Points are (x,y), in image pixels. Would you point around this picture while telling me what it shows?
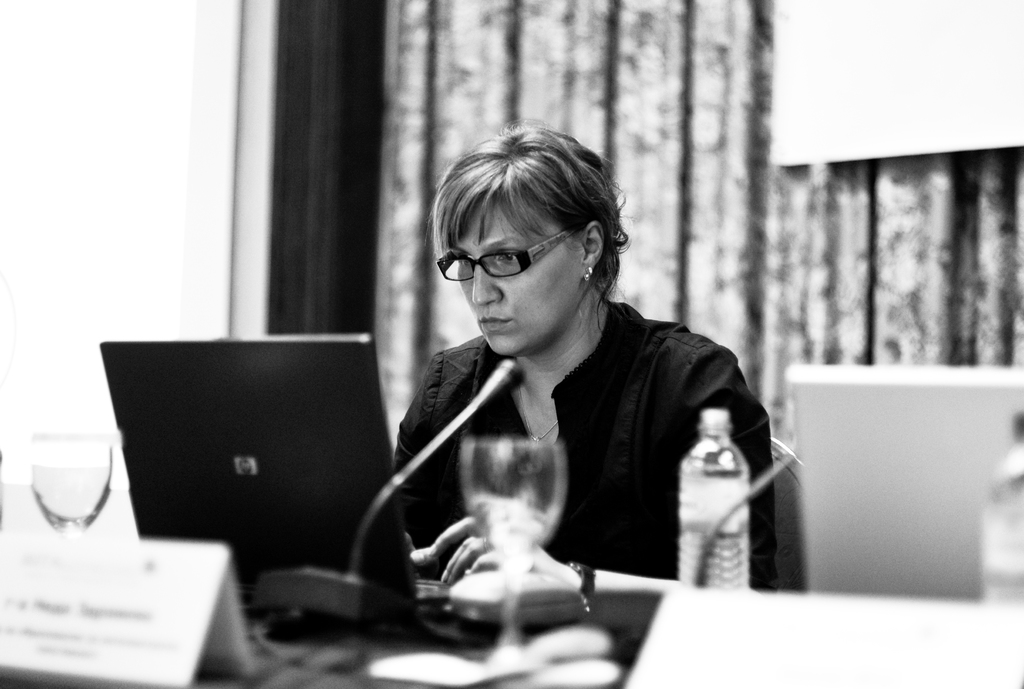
In this image a lady (566,411) is sitting on chair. In front of her on a table (616,612) there are mics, laptop (185,487), name plate (142,583), glass (520,525), bottles (685,562) are there. In the background (394,206) there are curtains (750,206).
